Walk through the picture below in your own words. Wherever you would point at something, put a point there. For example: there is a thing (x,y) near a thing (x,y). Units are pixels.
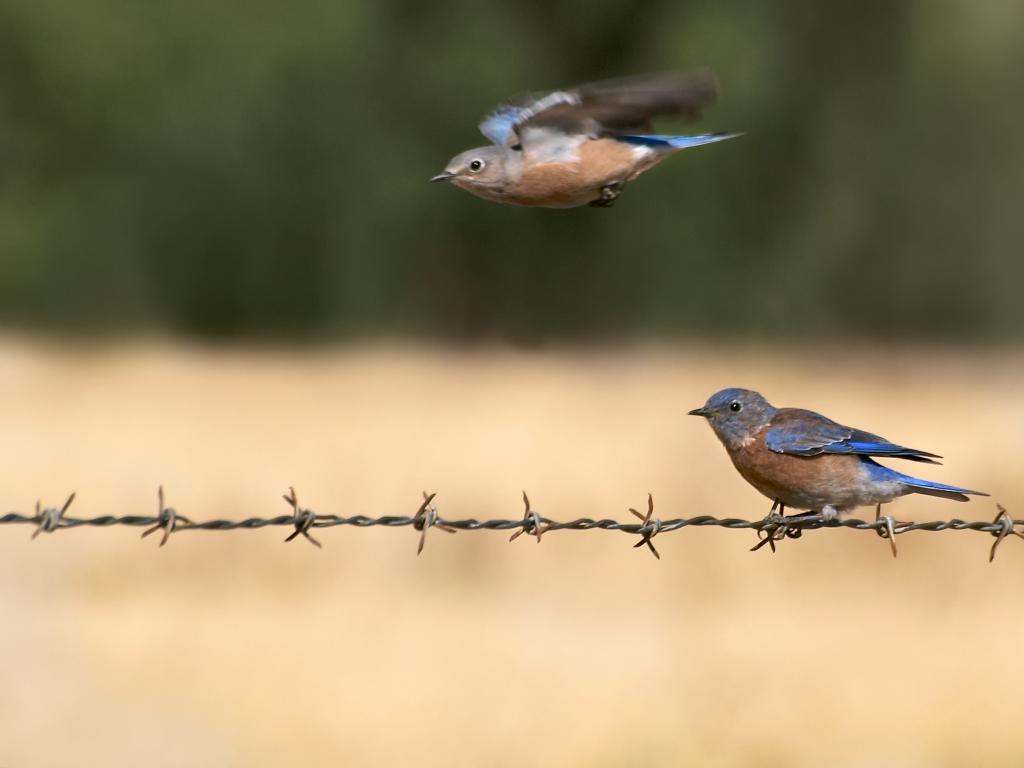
In this image I can see two birds (805,475) and the birds (902,455) are in blue and brown color and I can see green background (82,204).
